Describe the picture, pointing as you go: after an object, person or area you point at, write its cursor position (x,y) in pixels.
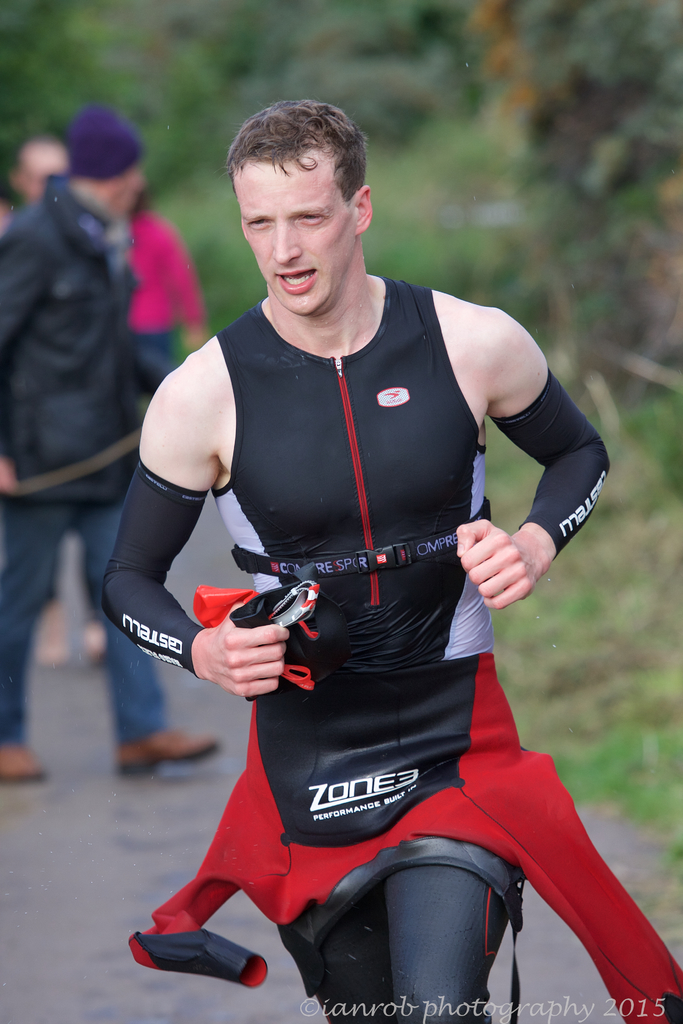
In the image there is a man (315,543) in the foreground (354,837), it looks like he is running and behind him there are other people (96,254).
